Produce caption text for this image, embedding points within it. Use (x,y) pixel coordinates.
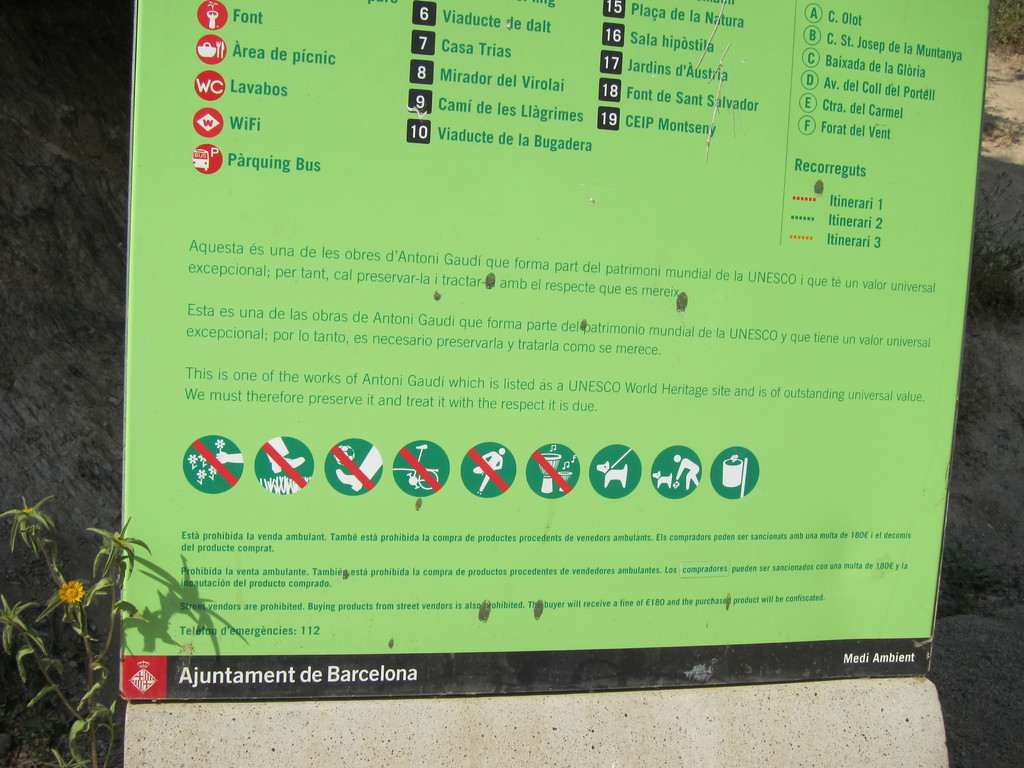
It is a paper (624,365) with instructions (557,290) in green color. On the left side (106,644) there is a plant (114,543).
